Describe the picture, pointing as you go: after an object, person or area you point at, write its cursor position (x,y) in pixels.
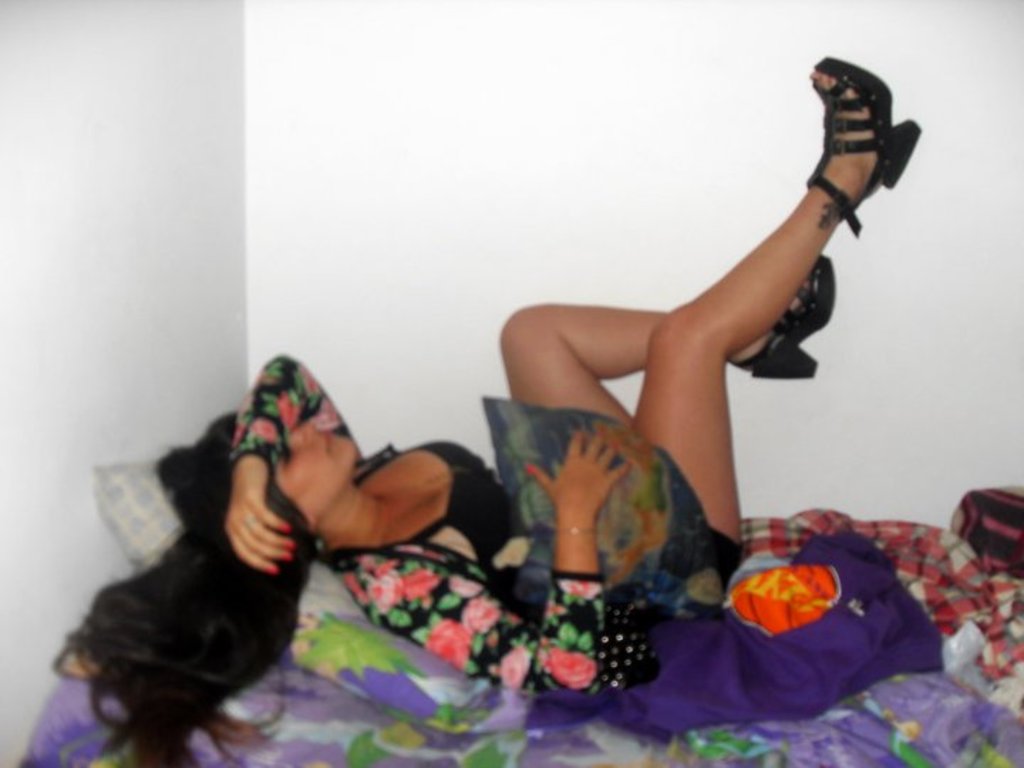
In this image, we can see a person (479,547) on the bed (475,711) which is beside the wall (266,330). This person (523,398) is wearing clothes (575,585) and footwear (781,363).
